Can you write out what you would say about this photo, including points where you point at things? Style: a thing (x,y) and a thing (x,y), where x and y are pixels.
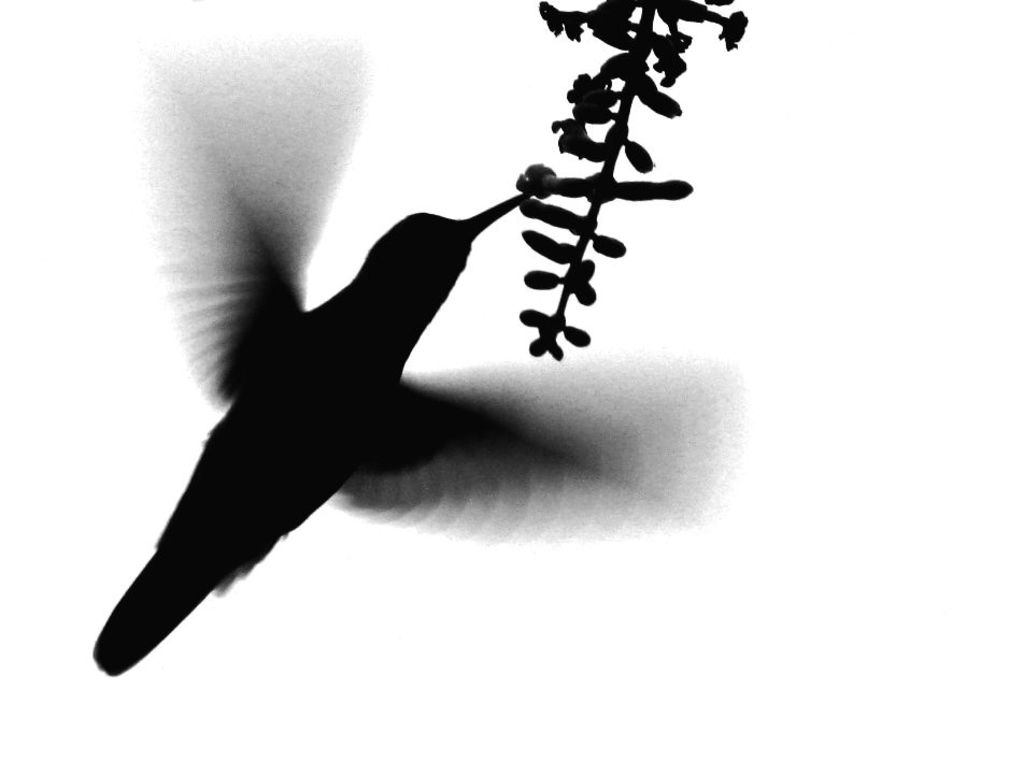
This image consists of an art (510,412) of a bird (223,203) with feathers (383,374) and wings (502,434) and a plant (576,224).
